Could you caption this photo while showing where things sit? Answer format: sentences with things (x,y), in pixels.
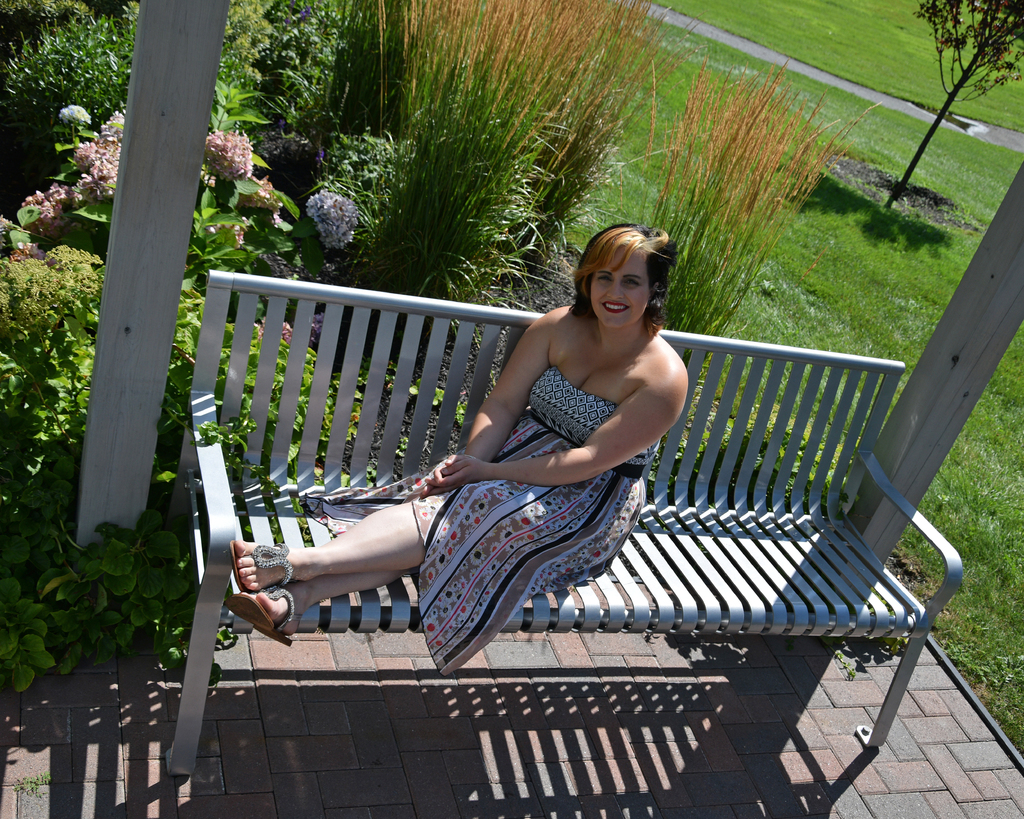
In this image I see a woman (630,373) who is sitting on the bench (881,623) and she is smiling, In the background (675,48) I see the plants (716,263) and the grass (994,549).
